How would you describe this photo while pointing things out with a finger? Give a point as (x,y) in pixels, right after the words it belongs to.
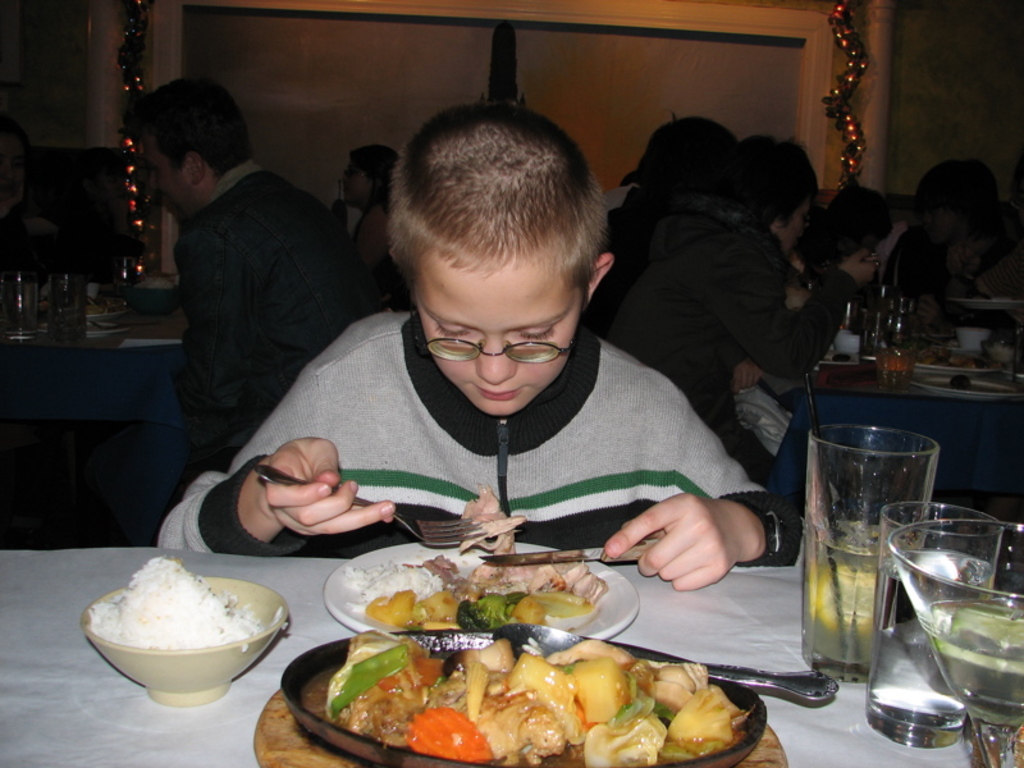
Here we can see a boy (450,497) eating food (388,568) and he has spectacles (571,352). This is a table (126,733). On the table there is a cloth (750,659), plates (340,730), bowl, glasses (834,531), spoon (797,686), and food (480,611). In the background (62,135) we can see few persons (316,287), tables (957,442), and a wall (911,27).
